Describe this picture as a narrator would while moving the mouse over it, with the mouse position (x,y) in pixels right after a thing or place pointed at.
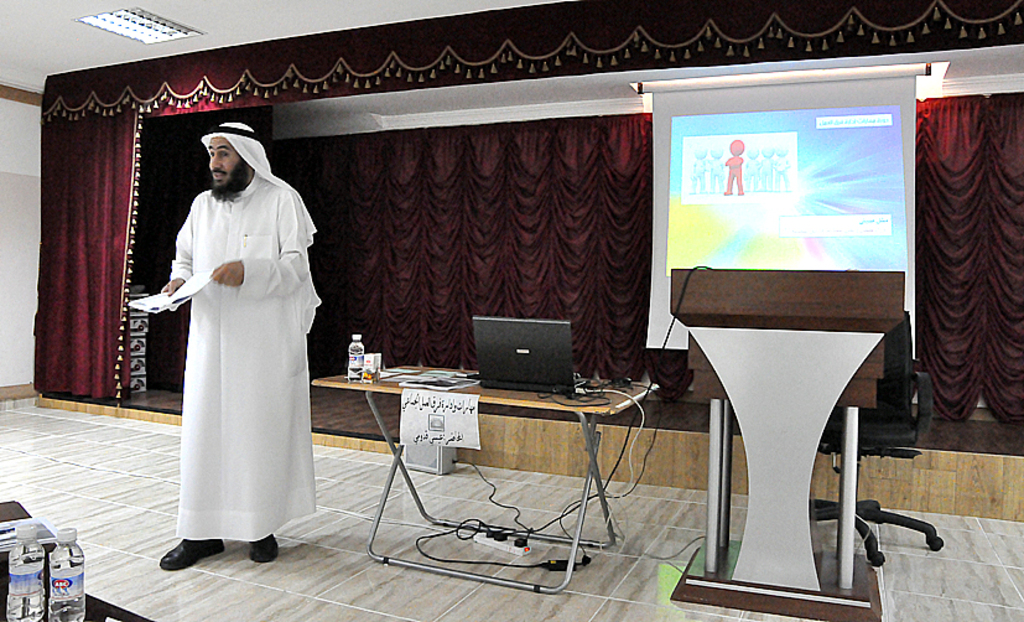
In this image I can see a person (215,310) holding the paper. Beside him there is laptop (514,381) and bottle (356,336) on the table (583,494). There is a screen (729,244) in the image. At the backside of him there is a curtain (436,141).
